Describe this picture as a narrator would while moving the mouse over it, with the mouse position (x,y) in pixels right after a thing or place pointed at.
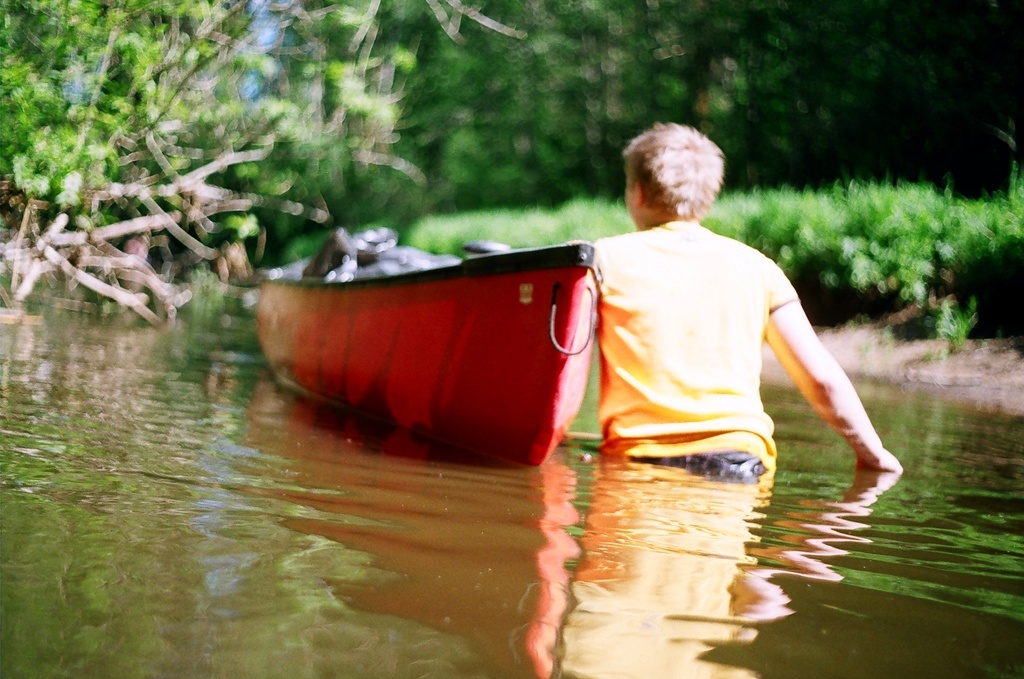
In this image at the bottom (164,503) there is a river (606,518), and in the river (914,558) there is one boat (514,303) and one person (682,297). And in the background (703,97) there are some trees (597,108) and plants (875,261).
